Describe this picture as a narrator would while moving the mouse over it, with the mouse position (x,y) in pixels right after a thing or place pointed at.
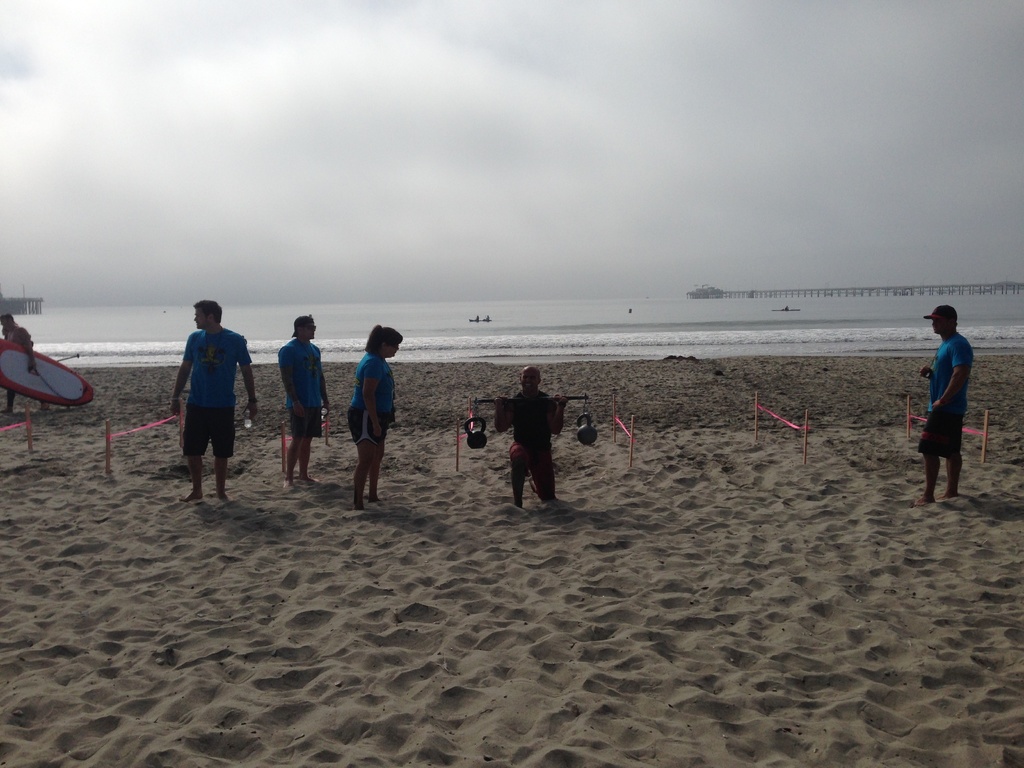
In the image we can see there are people (953,428) standing. This is a sand (287,596), water (496,319) and sky (424,139). This person (514,444) is lifting the weight (482,443).
